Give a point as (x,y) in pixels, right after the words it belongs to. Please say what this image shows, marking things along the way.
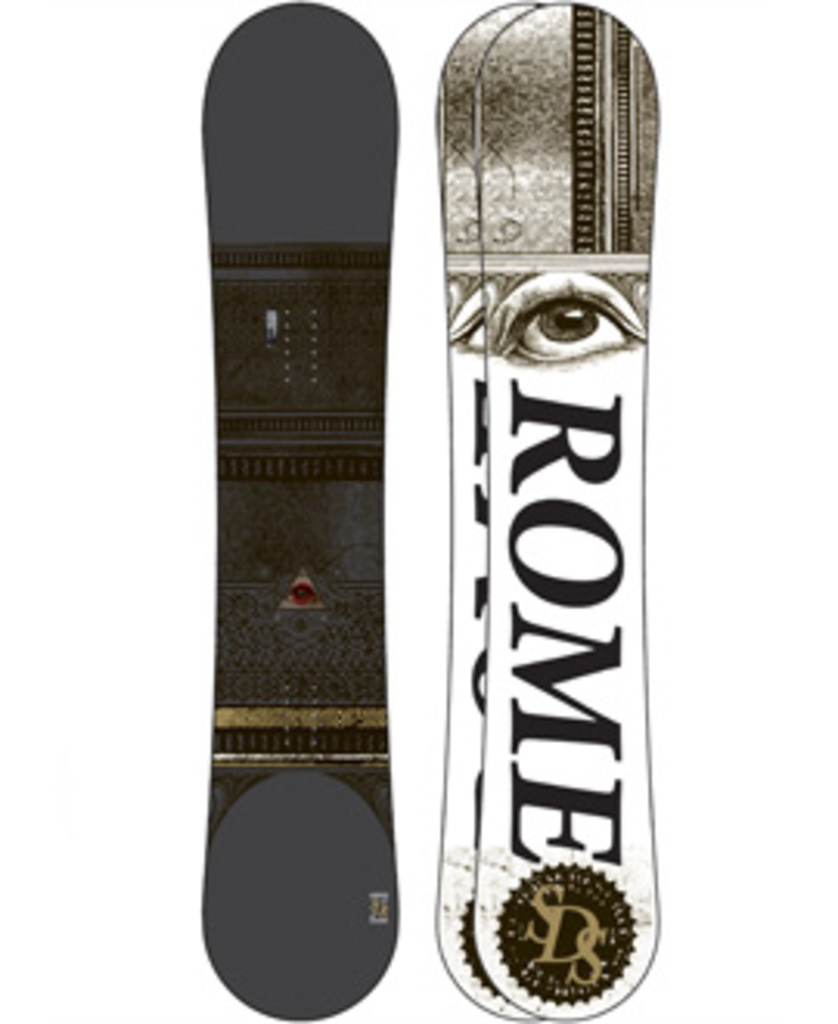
We can see boards (470,481). In the background (157,74) it is white.
